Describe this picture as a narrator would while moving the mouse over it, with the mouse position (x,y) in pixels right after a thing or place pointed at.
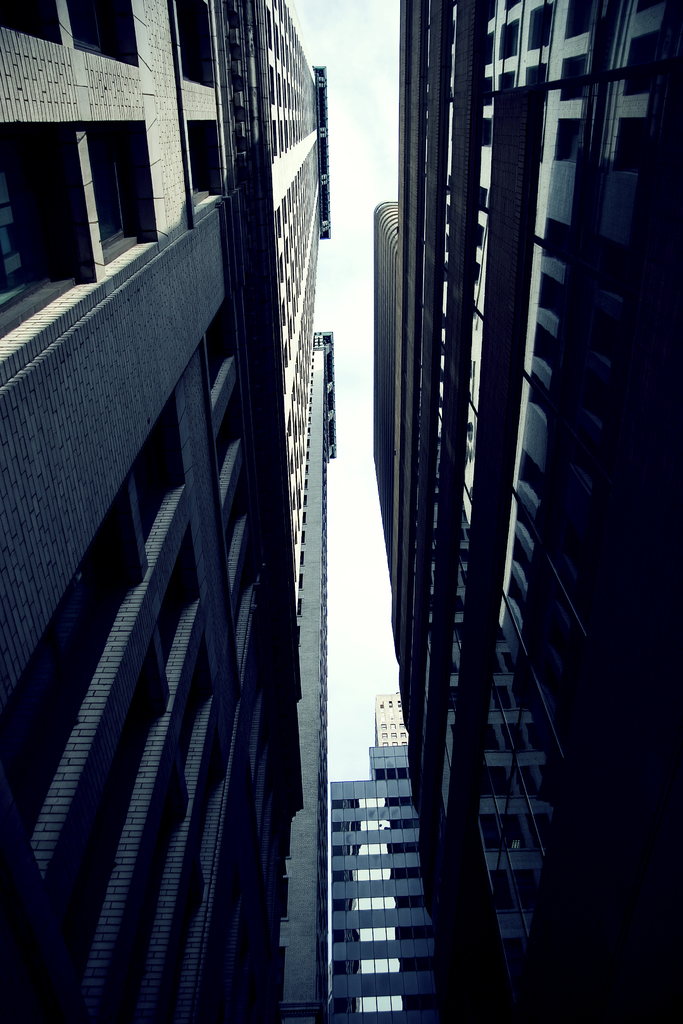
In this image we can see the buildings (237,263) and the sky (328,270) is in the background (360,176).
